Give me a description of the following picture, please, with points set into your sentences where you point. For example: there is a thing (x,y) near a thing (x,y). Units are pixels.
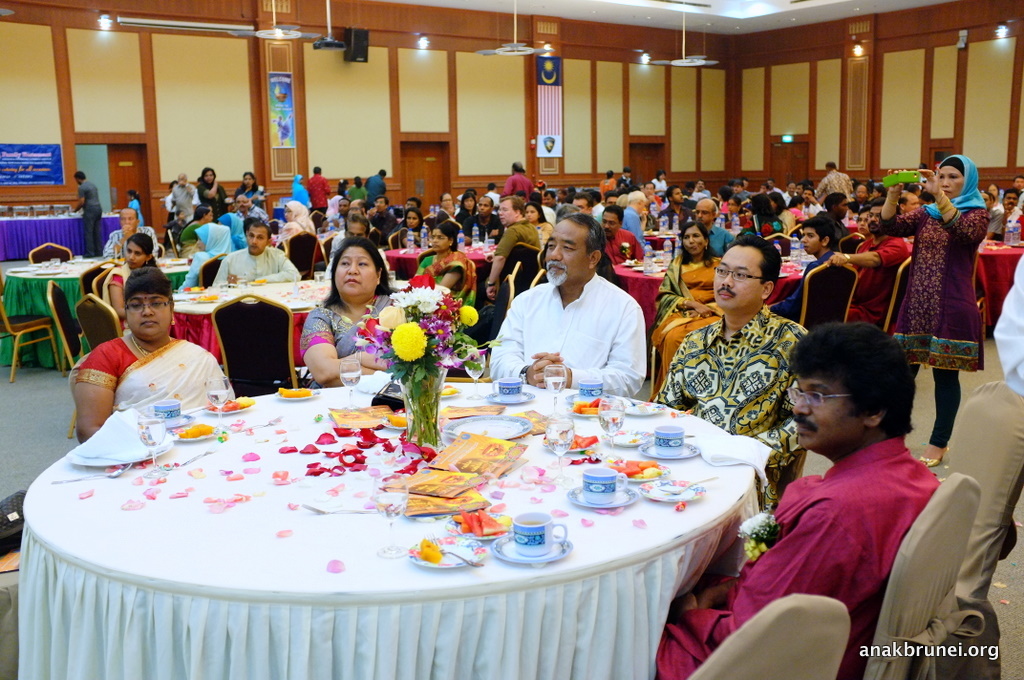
In the foreground of the image (826,538), we can see three men (820,400) and two women (359,298) are sitting on the chairs (774,629). In front of them, we can see a table (290,556). On the table (283,567), we can see cups (597,489), saucers (496,398), flowers (423,347), vase (432,392), flower petals (288,478), a bag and some objects (491,453). In the background (483,205), we can see so many people (873,236), tables (177,319) and chairs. At the top of the image (30,36), we can see a wall (348,108), fans (261,34), lights (420,39) and the roof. On the right side of the image (959,257), we can see a woman (951,301) is standing. She is holding a mobile (910,180) in her hand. There is a watermark (962,647) in the right bottom of the image (988,644).
